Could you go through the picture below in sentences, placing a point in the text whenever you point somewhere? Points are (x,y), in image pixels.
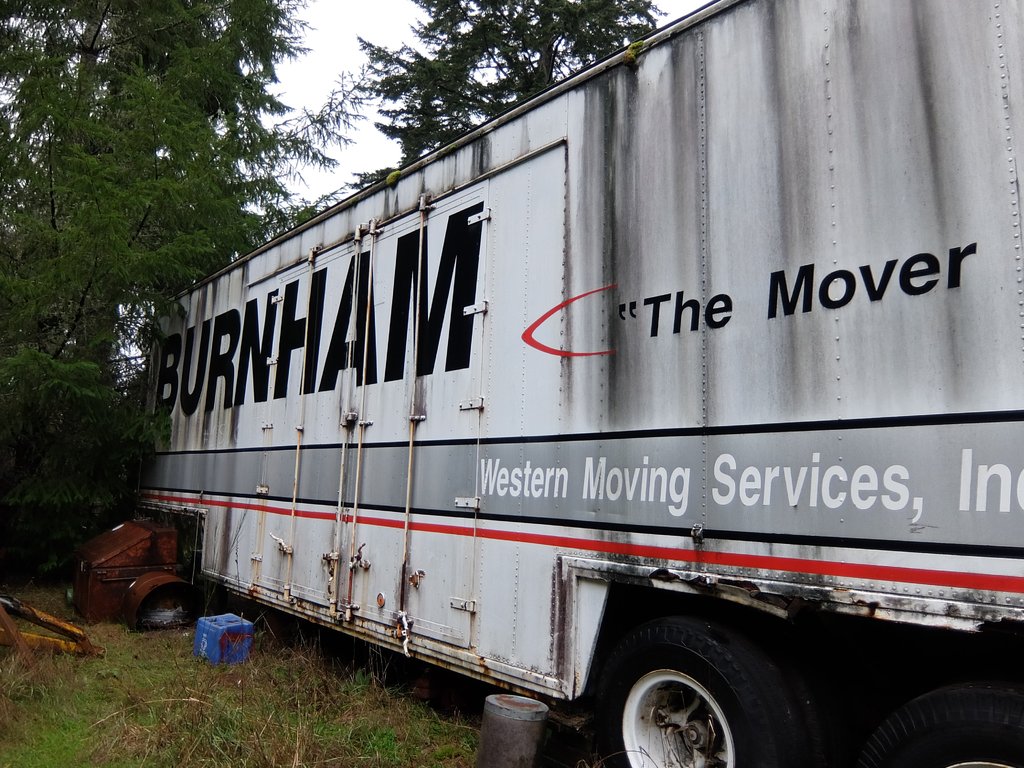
In this Image I can see in the middle (621,504) there is a truck (459,405) in white color, at the top (501,27) there are trees (67,88) and there is the sky (362,64).
